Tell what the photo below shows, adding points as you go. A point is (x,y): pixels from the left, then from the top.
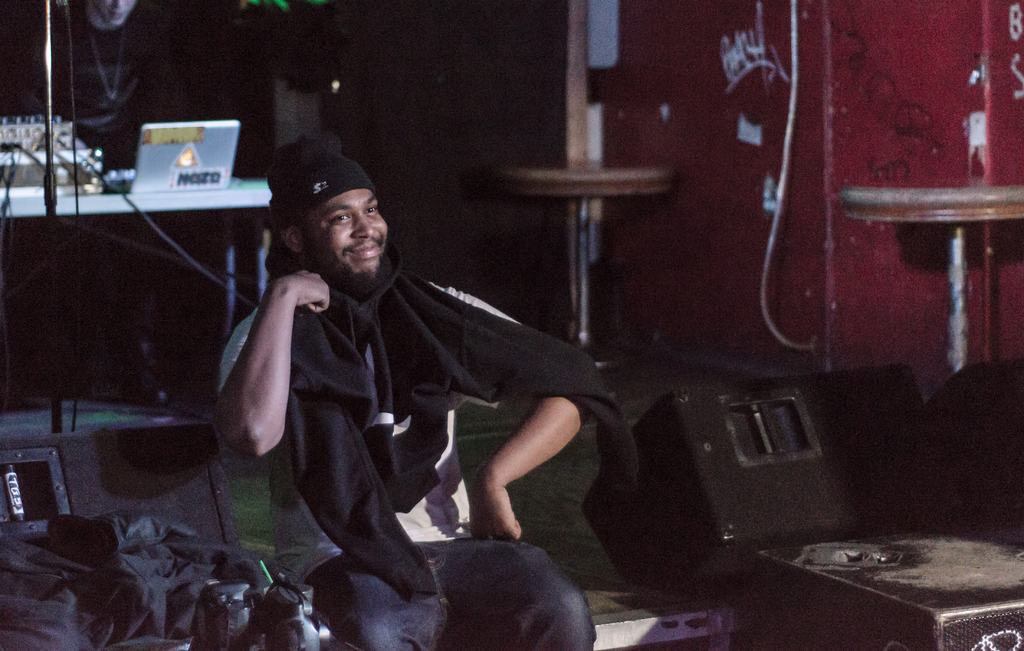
In this image we can see a man (378,514) is sitting. He is wearing a T-shirt (449,533), jacket (362,519) and jeans (360,617). On the right side of the image (852,373), we can see sound boxes (860,455) and a stool (945,196). In the background (561,187), we can see stool (590,175), table (91,203) and the wall (735,109). On the table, we can see a laptop (159,155) and an electronic device (40,149). We can see a man (120,84) is standing, behind the table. There are some objects (103,583), in the left bottom of the image (80,554).
